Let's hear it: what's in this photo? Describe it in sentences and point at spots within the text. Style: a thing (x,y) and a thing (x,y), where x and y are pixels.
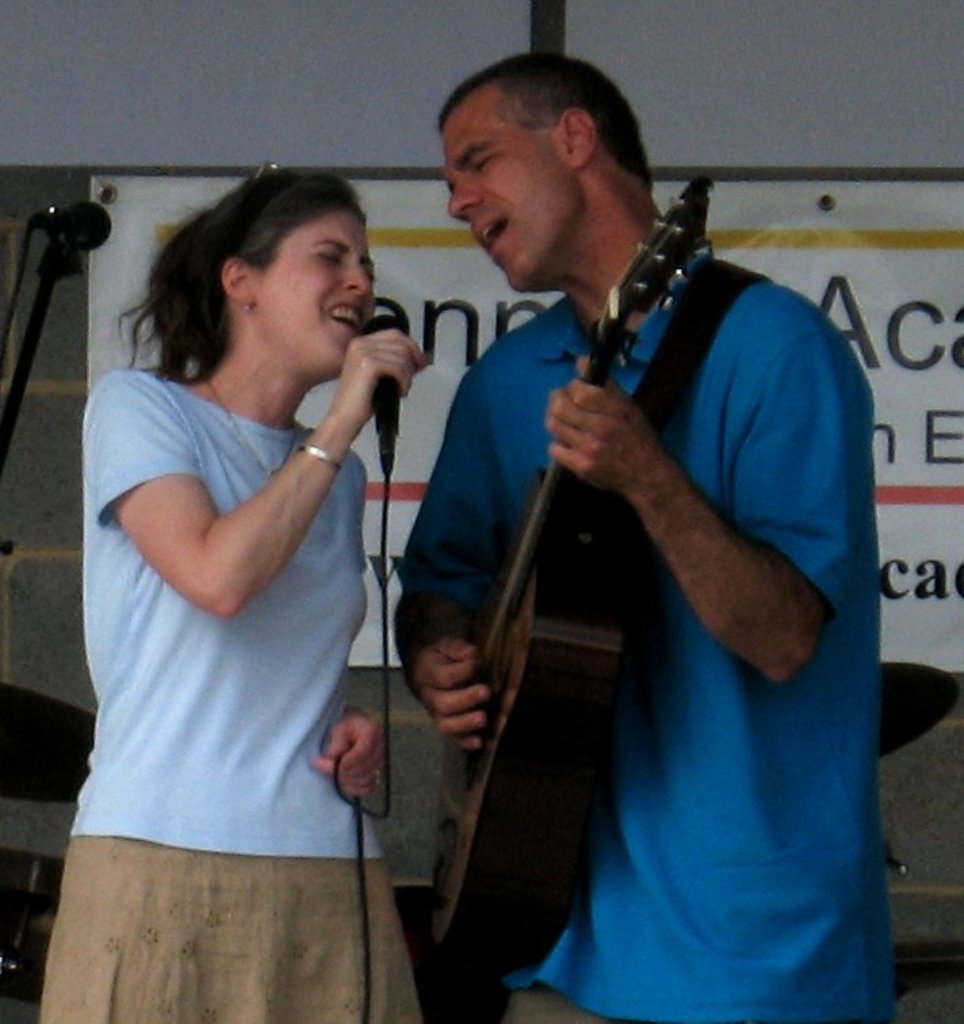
In this image we can see two persons (681,559). A man (701,491) is playing a musical instrument (570,718) and a lady (254,516) is singing into a microphone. There is a banner (899,320) in the image.
